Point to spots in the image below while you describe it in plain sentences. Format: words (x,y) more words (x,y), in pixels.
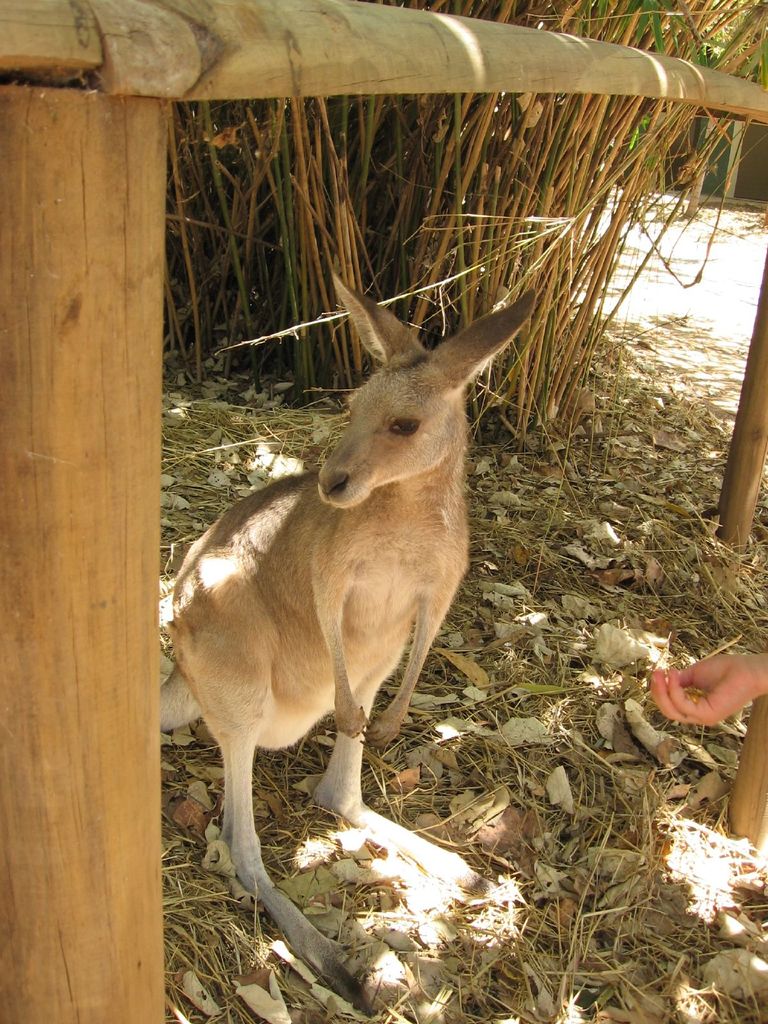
In this image I can see an animal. There is a hand (689,683) of a person (689,683). There are leaves (394,953), there is grass (698,629) and there are wooden poles (133,360).
